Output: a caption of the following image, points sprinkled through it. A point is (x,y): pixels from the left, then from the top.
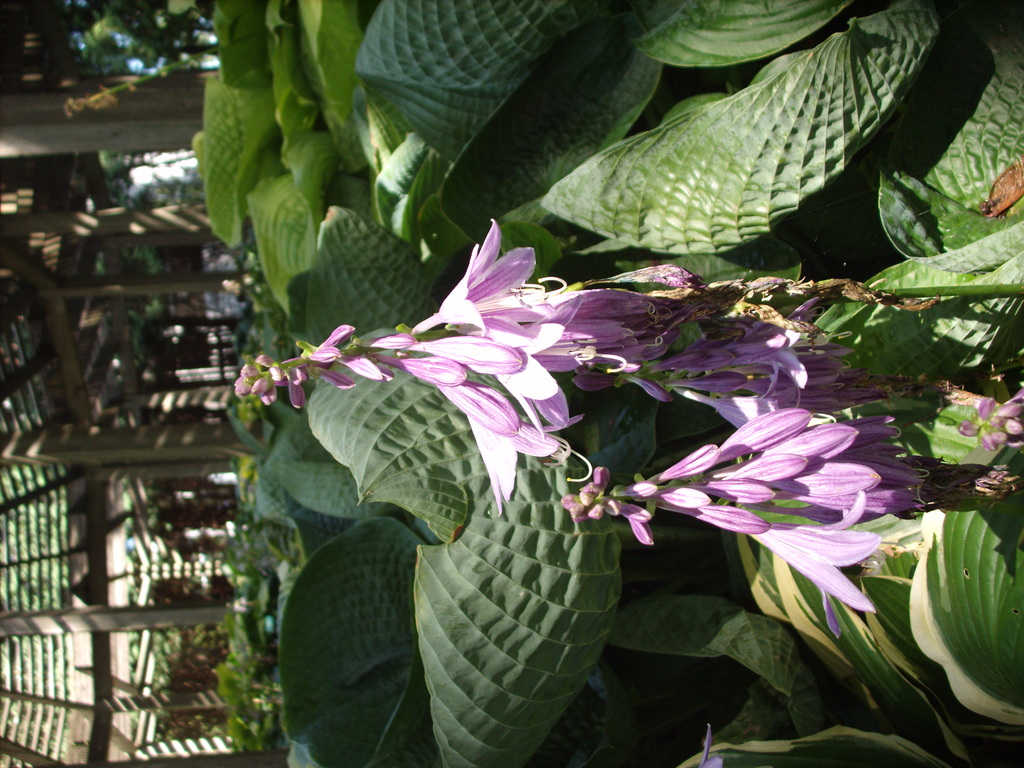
In this image I can see flowers (538,320). There are leaves (749,557), pillars (14,441) and there are some other objects (28,545).
